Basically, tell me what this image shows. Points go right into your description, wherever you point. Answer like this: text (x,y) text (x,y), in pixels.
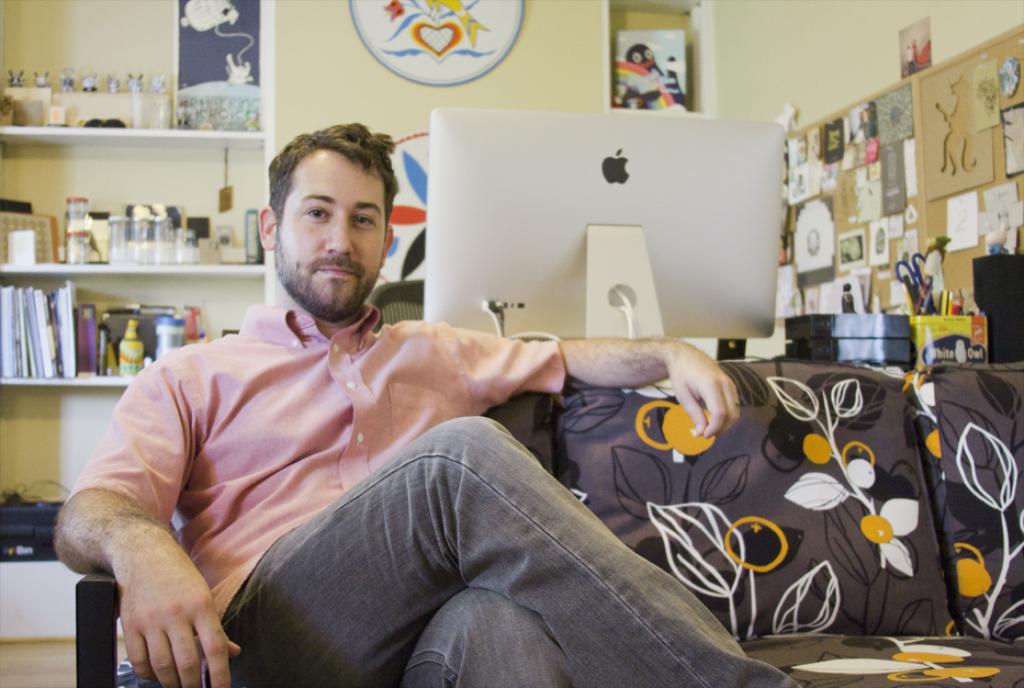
In this image, we can see a man (380,513) is sitting on the couch (749,551) and smiling. Background (30,265) we can see shelves (97,140). So many items (22,363) are placed on it. Here there is a wall (317,113), some posters (232,84), monitor (678,218), few things (901,321), objects (875,238) we can see.
